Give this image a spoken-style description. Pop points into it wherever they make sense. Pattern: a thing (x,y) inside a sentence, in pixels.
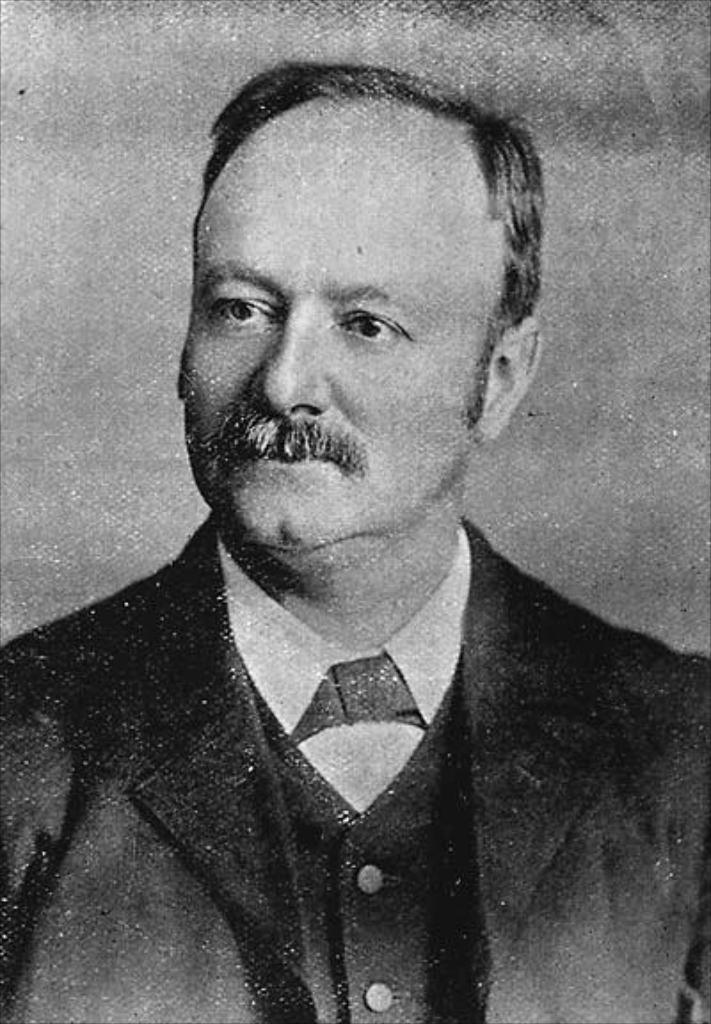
In this image I can see picture of a man (391,618). I can see this image is black and white in color.
